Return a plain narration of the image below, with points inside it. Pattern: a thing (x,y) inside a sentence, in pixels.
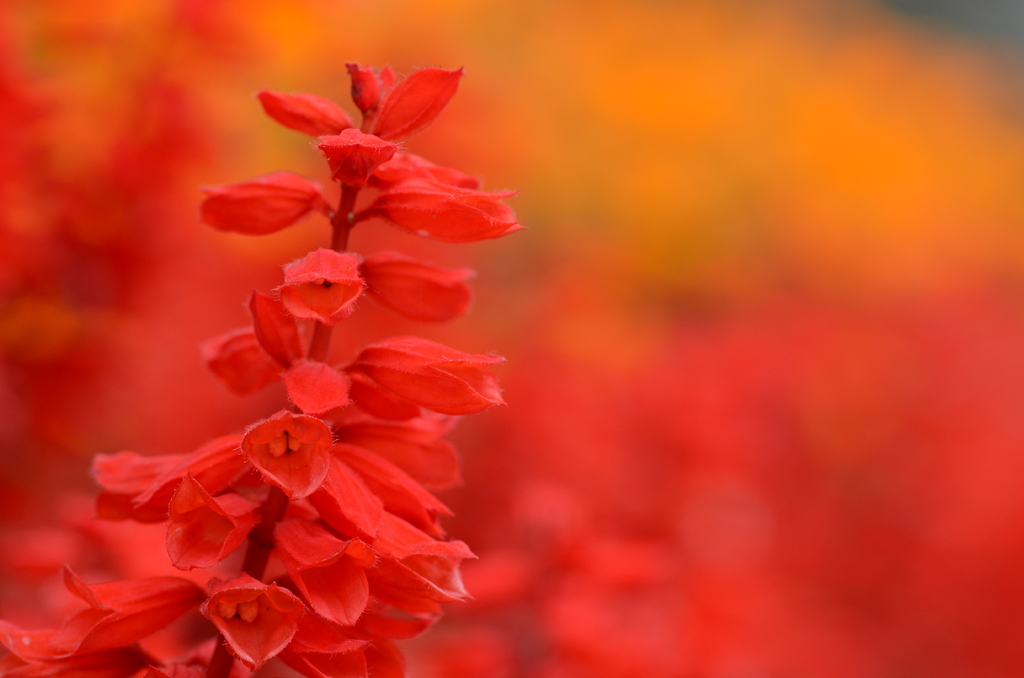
On the left side of this image (306,403) I can see a stem (320,359) along with the red color flowers (310,374). The background (648,658) is blurred.
